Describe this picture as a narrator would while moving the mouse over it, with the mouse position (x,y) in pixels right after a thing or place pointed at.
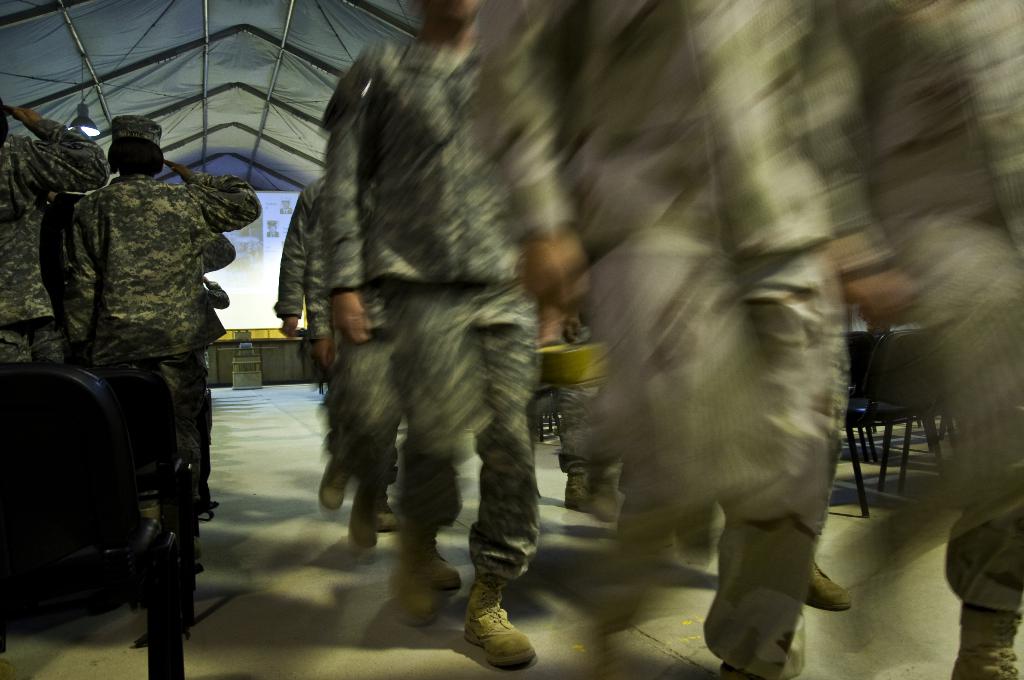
In the image there are many people (498,344) standing and also there are black chairs (158,446). In the background (250,305) there is a screen (246,326) and also there is a table (242,369).
